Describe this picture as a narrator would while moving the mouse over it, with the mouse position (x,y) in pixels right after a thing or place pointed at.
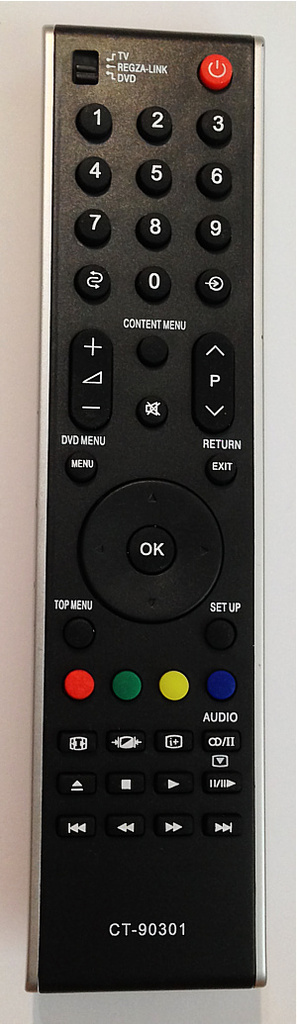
In this picture I can observe a remote (133,828). This remote (133,828) is in black color. I can observe red, green, yellow, blue and black color buttons (115,735) in this remote (91,562).
